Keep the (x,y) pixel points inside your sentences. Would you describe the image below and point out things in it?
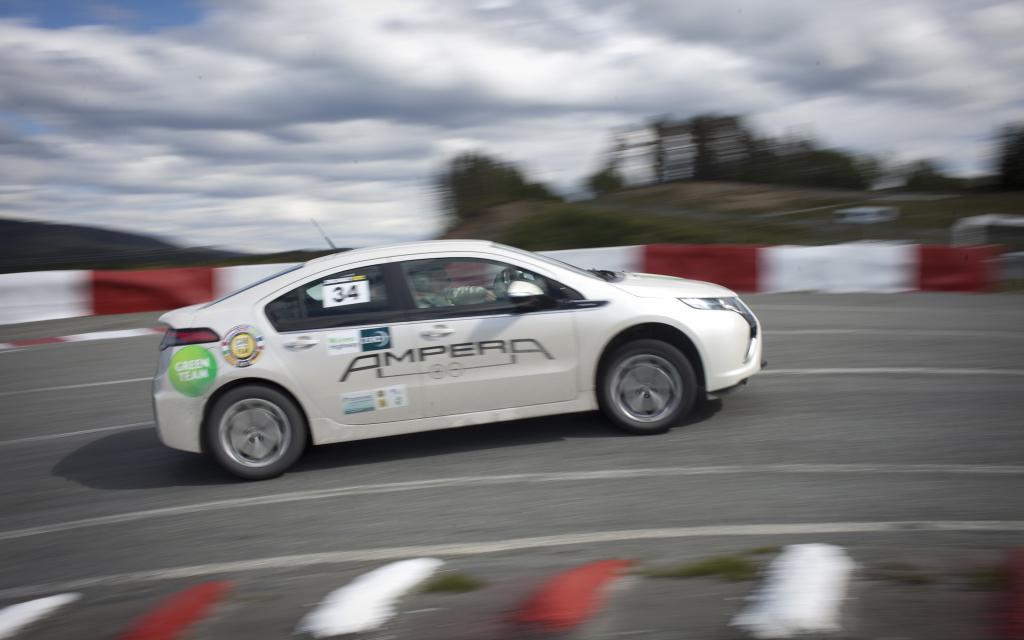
In this blur image, we can see a car (548,411) on the road (443,527). There are clouds (380,71) in the sky (543,65).
